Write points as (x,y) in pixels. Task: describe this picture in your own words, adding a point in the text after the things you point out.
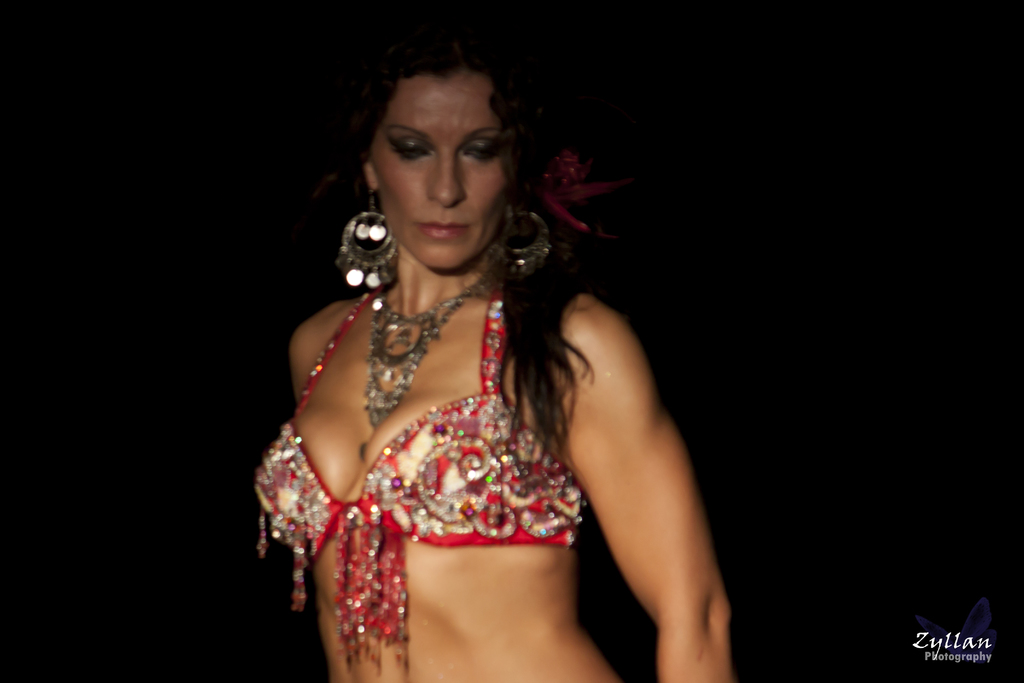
In this picture we can see a woman (471,431) in the front (452,405), there is a dark background (801,175), at the right bottom (936,623) there is a logo (957,632) and some text (948,646).
